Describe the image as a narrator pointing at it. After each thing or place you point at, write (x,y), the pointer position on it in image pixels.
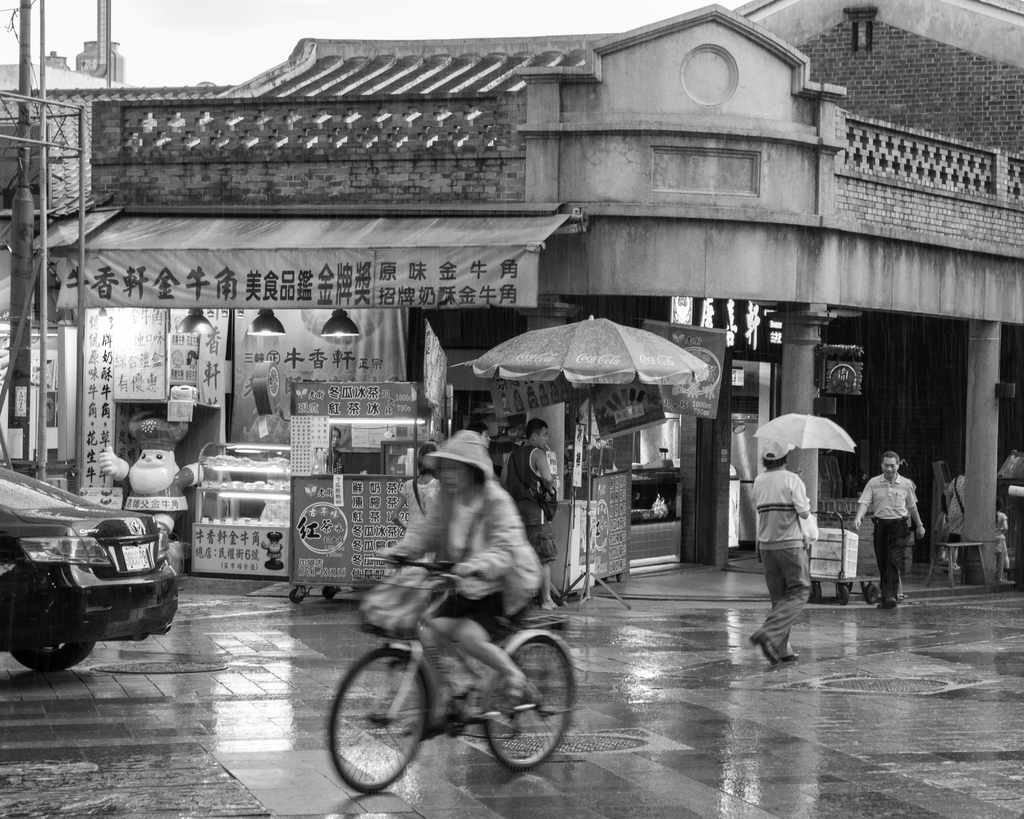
It is a black and white image there is store (350,388) and in front of the store (139,451) there is a vehicle (32,608) and a cycle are moving and beside the store (745,439) two people (769,503) are walking and it looks like it is raining, one of the person (776,481) is carrying an umbrella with him.
